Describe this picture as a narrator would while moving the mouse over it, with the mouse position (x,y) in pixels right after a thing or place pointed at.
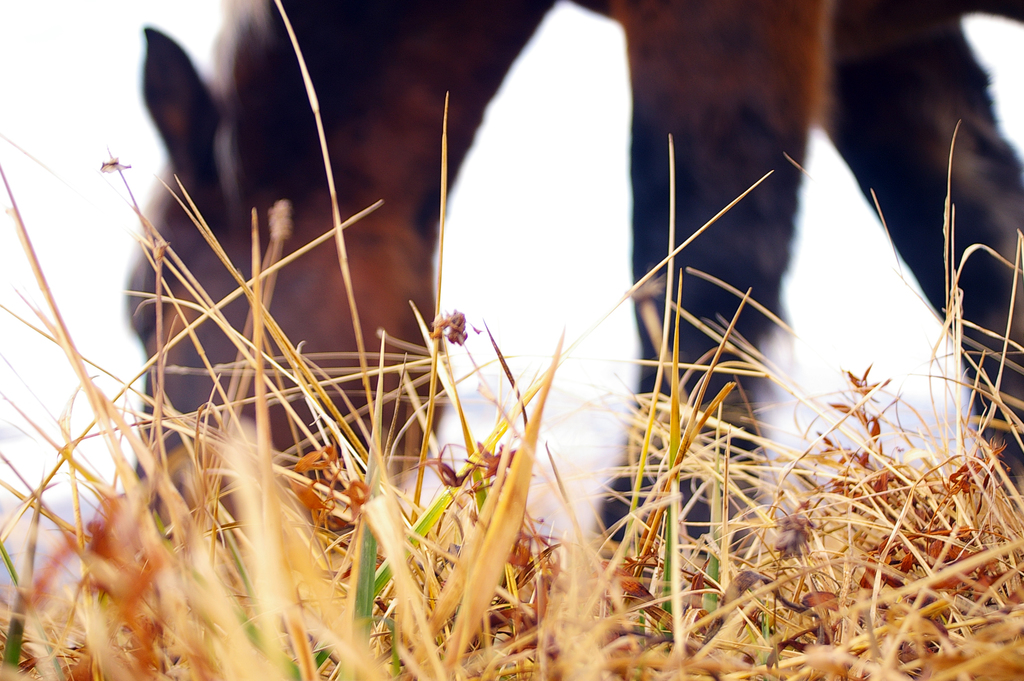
In this picture there is an animal (679,47) standing. At the bottom (751,538) there is grass (649,523). At the top (74,57) there is sky (55,44).
